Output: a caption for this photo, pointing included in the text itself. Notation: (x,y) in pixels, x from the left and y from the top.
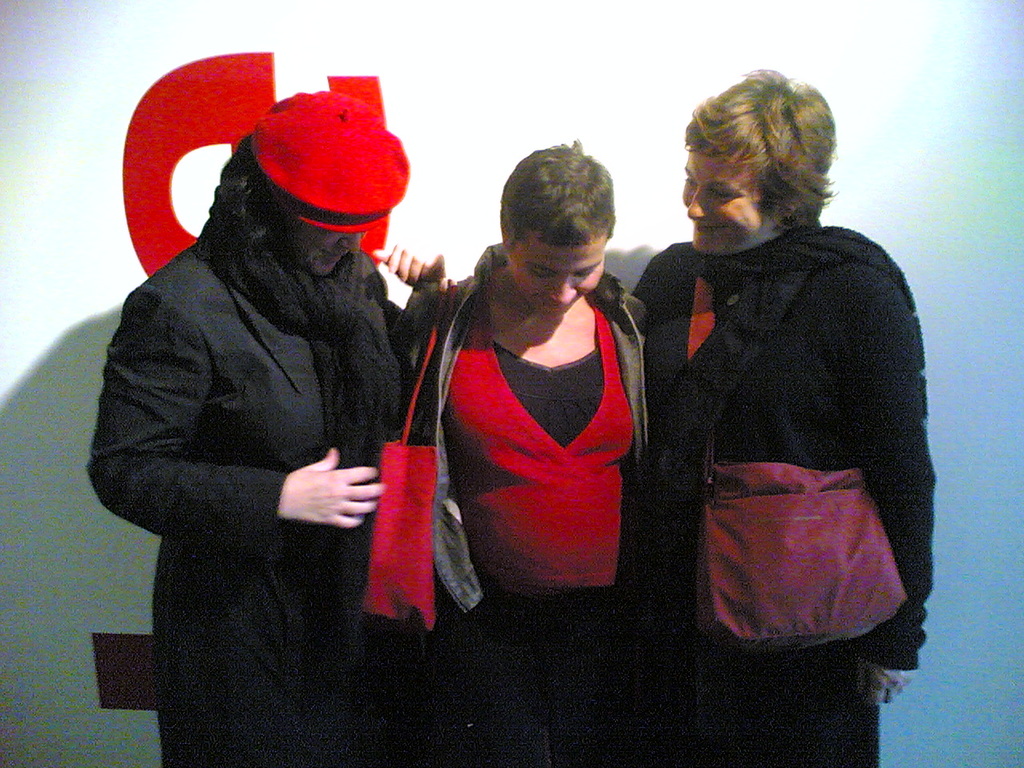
In this image I can see few persons (269,446) wearing black colored dresses (768,381) and red colored bags (724,503) are standing and I can see the white and red colored background (995,185).
